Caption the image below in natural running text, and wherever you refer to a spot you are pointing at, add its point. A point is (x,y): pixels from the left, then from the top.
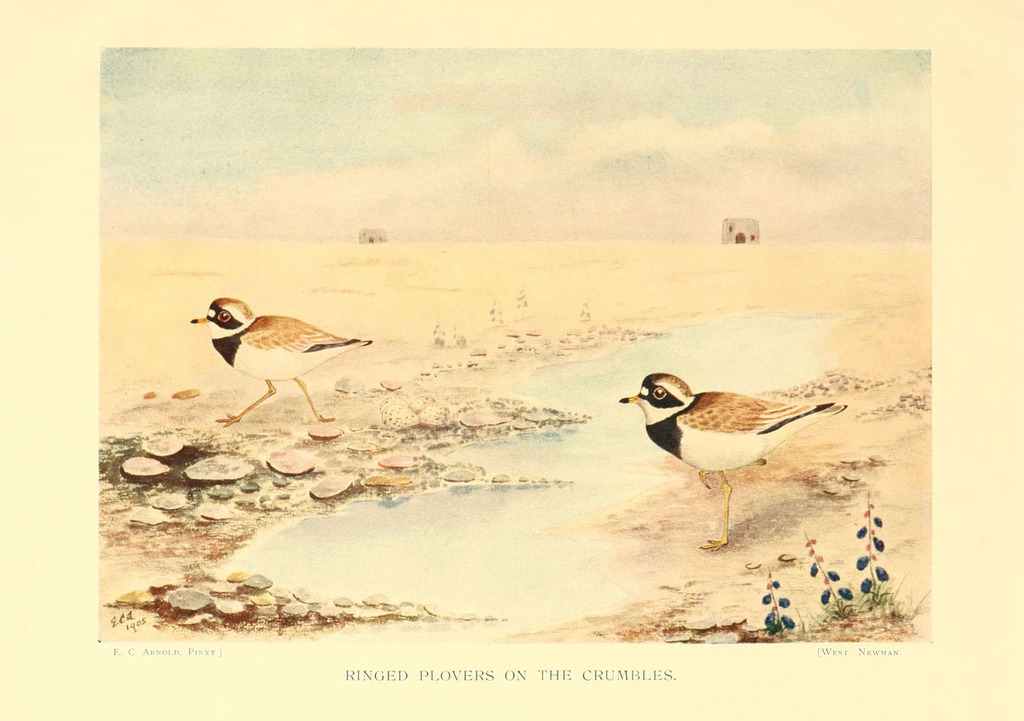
This picture is a painting on the paper (523,518). In the image, on the right side (711,444) and left side (263,362), we can see painting of two birds (313,348) standing on the land (680,573), we can also see rocks (254,579). In this painting, we can also see houses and a sky (538,57).
